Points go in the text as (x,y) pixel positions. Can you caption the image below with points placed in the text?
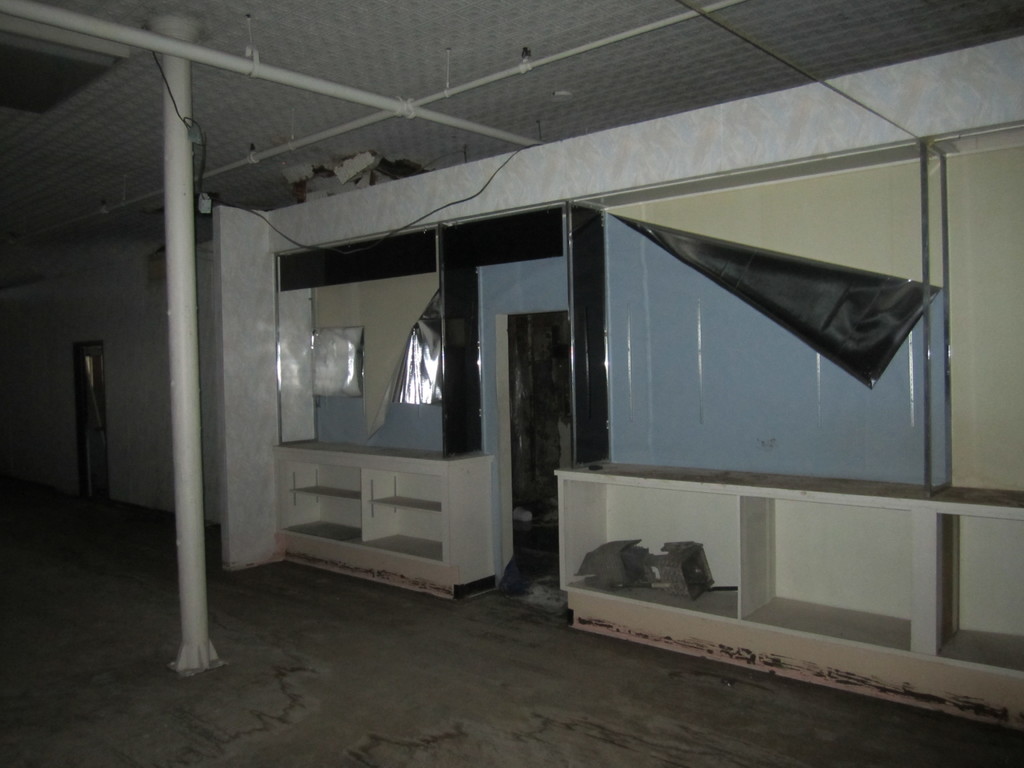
This is an inside view of a room (399,187), where there are shelves (483,471), iron rods (569,260) and some other items (678,574).
